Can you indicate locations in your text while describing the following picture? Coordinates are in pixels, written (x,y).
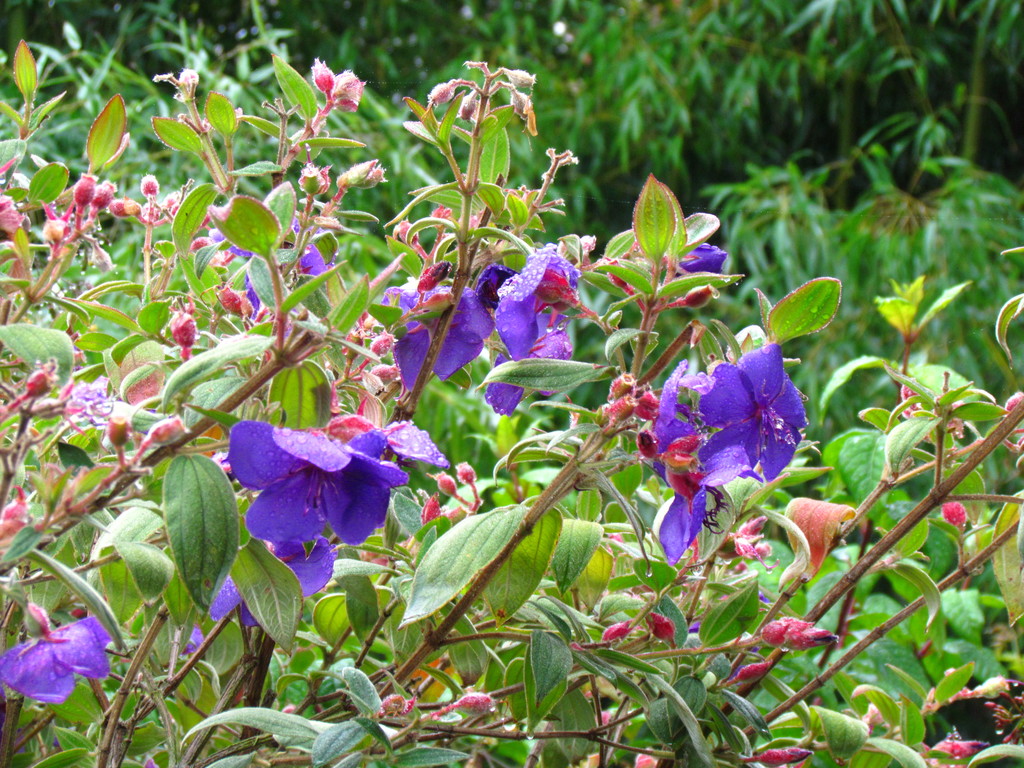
In this picture, we see plants (352,577). These plants (352,577) have flowers (310,533) and buds (37,388). These flowers (689,526) are in violet color. There are trees (655,107) in the background (72,72). This picture might be clicked in the garden (262,282).
